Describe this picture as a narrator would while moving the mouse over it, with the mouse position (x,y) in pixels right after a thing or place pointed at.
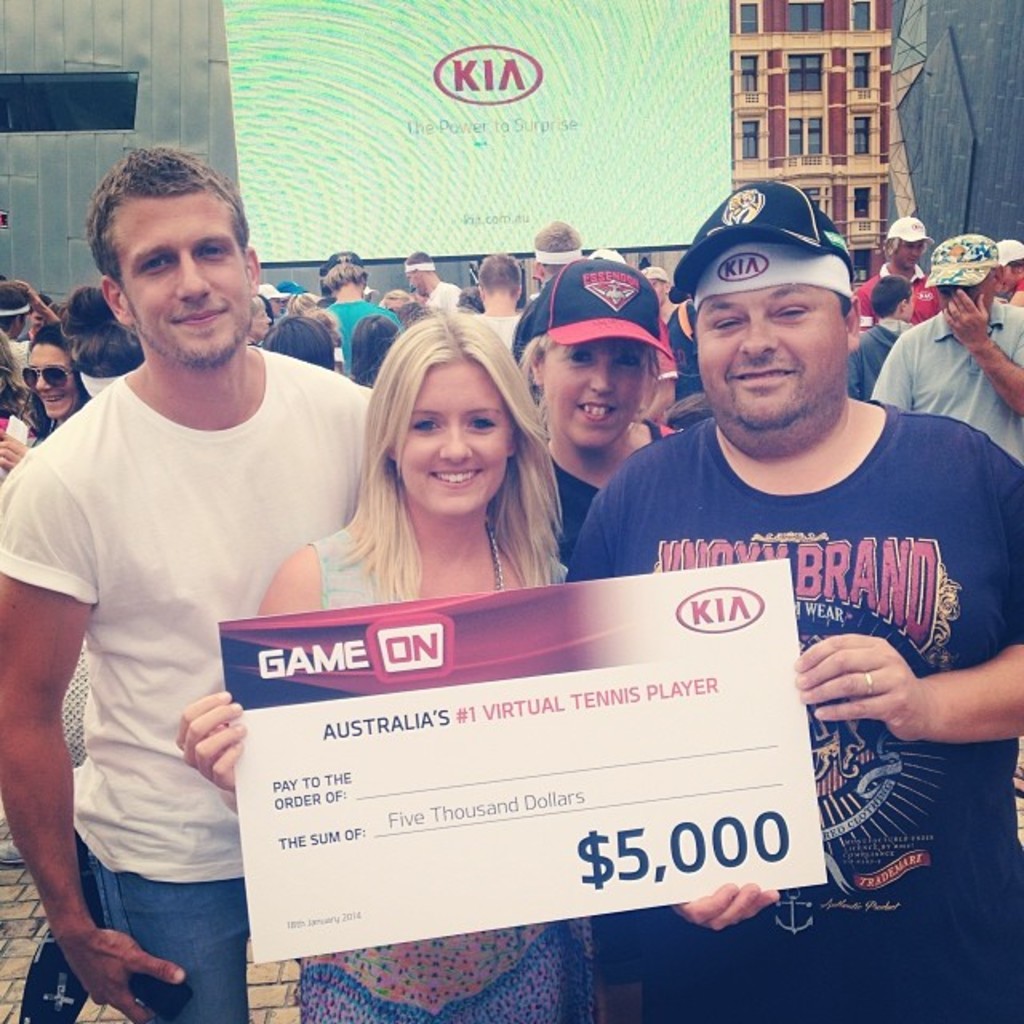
As we can see in the image there are buildings (849,110), group of people (535,294) here and there and banner (547,760).
